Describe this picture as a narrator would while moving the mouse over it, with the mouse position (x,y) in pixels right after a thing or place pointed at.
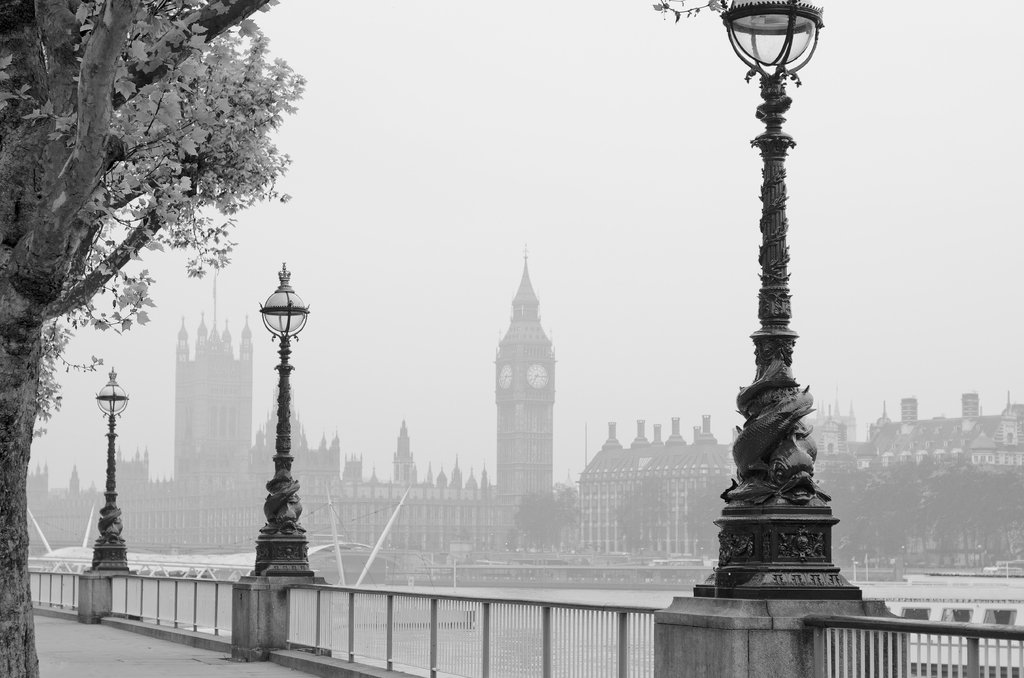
In this picture we can see light poles (802,33), tree (14,23), fence (40,589) and boat (906,604) above the water (635,590). In the background of the image (562,505) we can see buildings (419,504), poles (44,538), trees (547,539) and sky (608,170).
